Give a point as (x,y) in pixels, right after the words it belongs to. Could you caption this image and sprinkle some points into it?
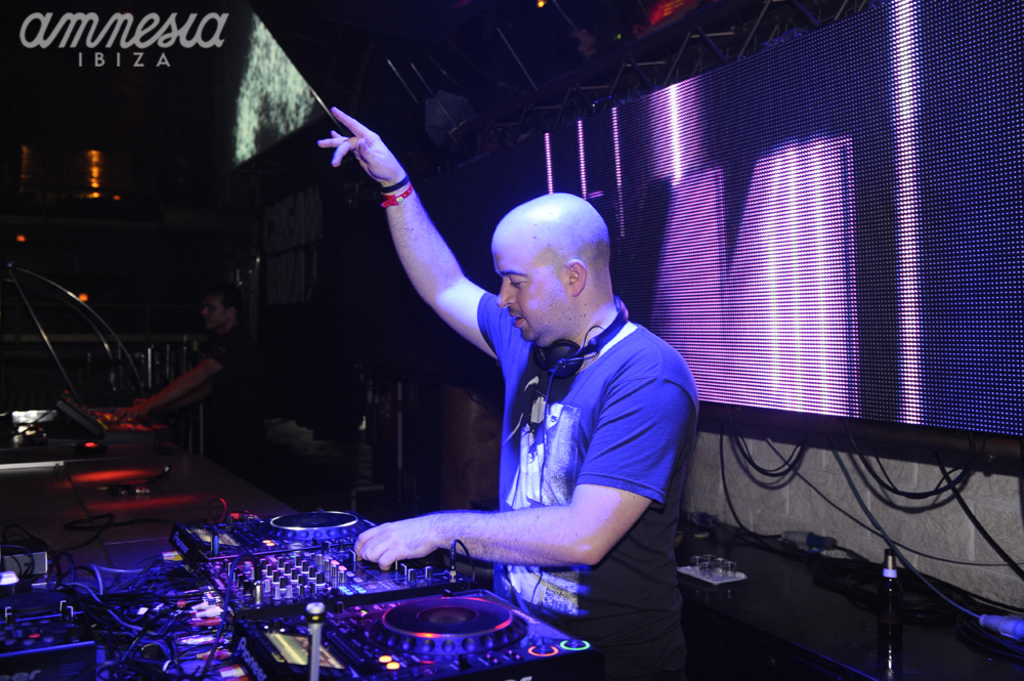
In this picture we can see two people (547,421), here we can see some devices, screen (603,202), wires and some objects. In the top left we can see some text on it.
